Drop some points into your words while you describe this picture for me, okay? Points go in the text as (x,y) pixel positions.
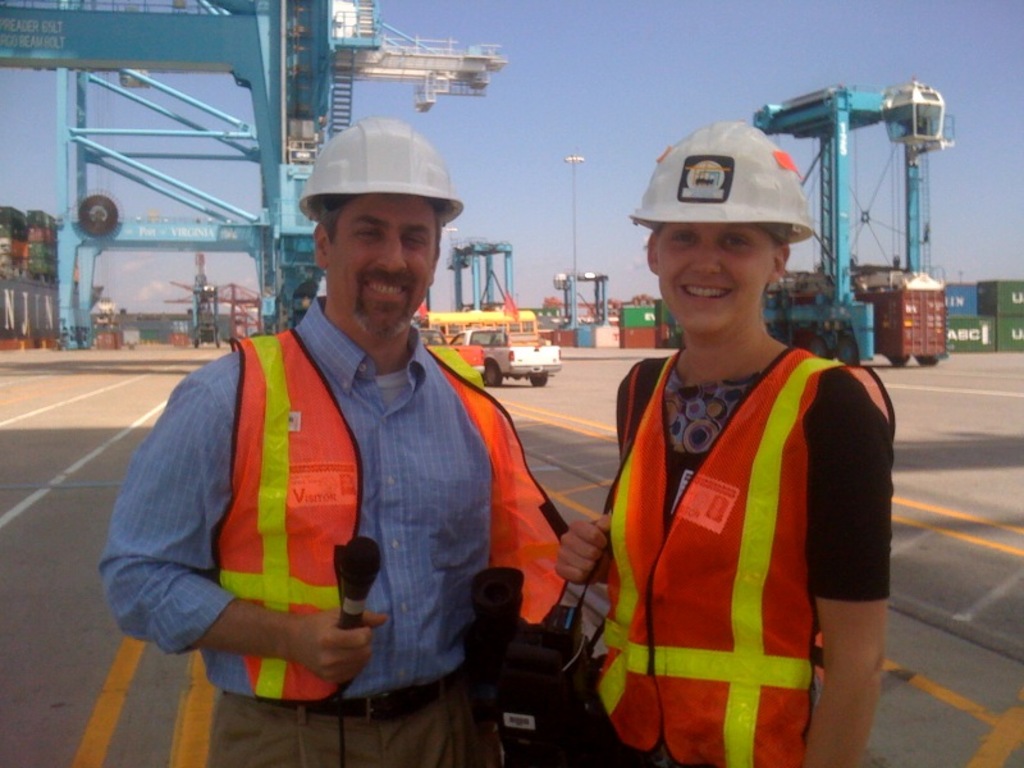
In this image, we can see two persons (517,492) standing and they are wearing white color helmets (397,147), in the background (537,376) there is a car (526,361) and at the top (590,141) there is a sky (549,210).
